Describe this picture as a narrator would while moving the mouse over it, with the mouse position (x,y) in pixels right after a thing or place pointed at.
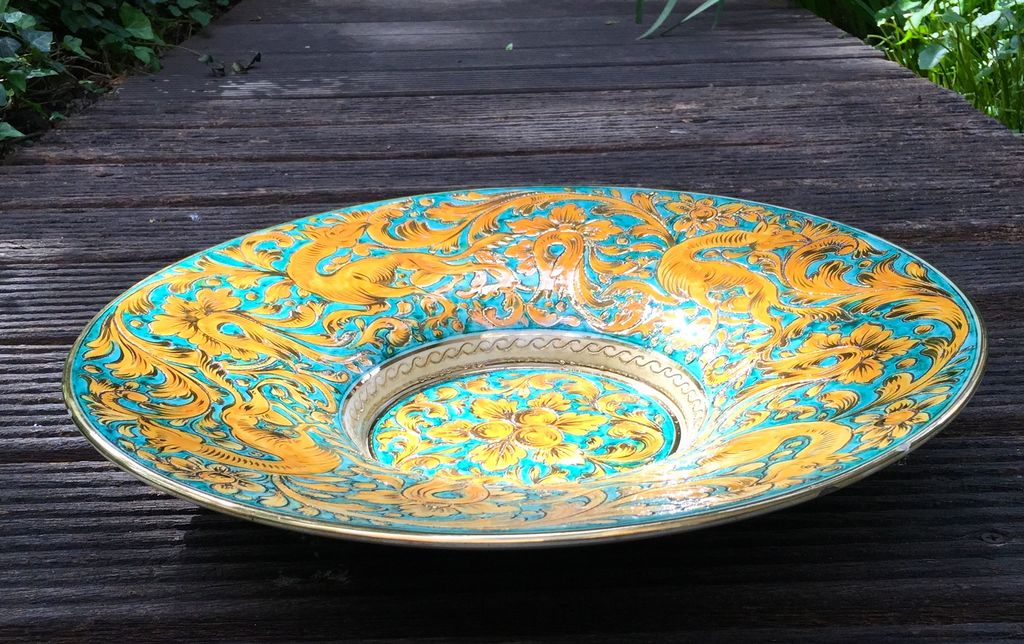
In this image, this looks like a ceramic plate (362,387) with the design (651,338), which is placed on the wooden pathway (171,163). I can see the plants (143,49) with the leaves (950,69).
